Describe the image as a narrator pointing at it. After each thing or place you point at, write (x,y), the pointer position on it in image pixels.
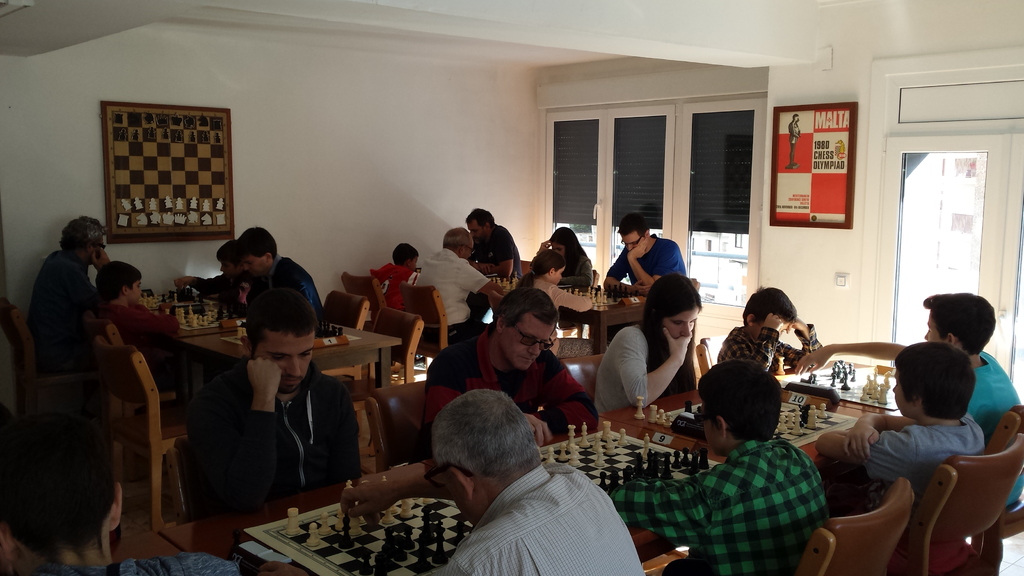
This is looking like a chess competition where a group of people (80,482) are sitting on a chair (398,434) and they are all playing a chess (208,325).
